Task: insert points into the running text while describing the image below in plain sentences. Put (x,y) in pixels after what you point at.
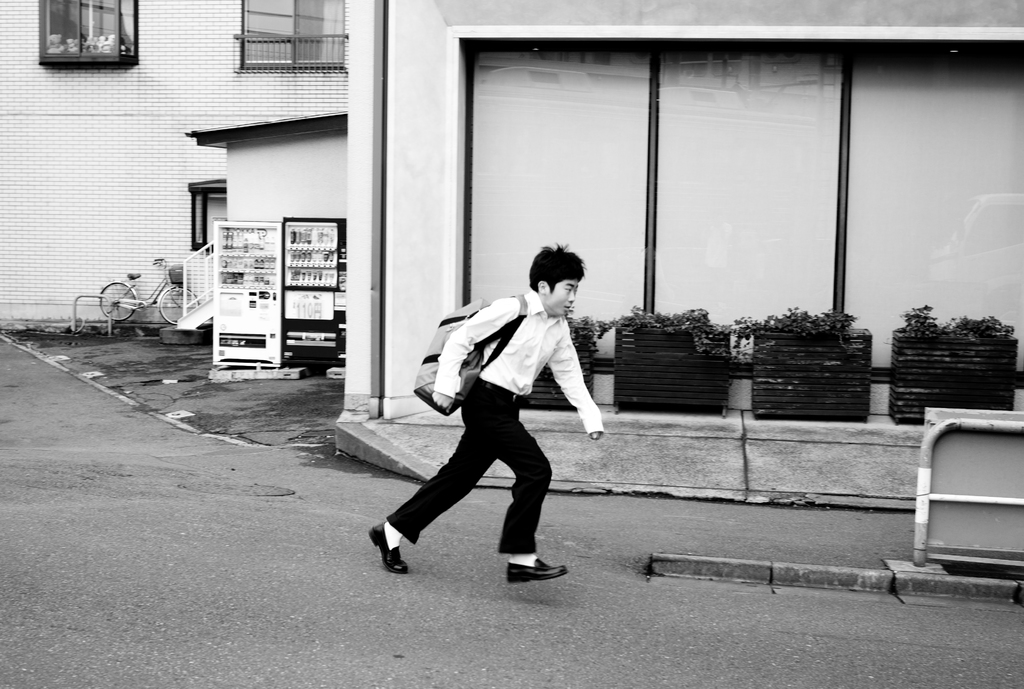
This is a black and white picture. The man (541,271) in the middle of the picture (501,399) is running on the road (483,550). Beside him, we see flower pots (762,354) and glass windows (739,180). Beside that, we see a rack (322,223) in which many items (325,258) are placed. Beside that, we see a wall (309,183), staircase (191,325) and a bicycle (163,317). In the background (193,136), we see a building (153,133). It has the railing (241,62) and the windows (84,32). At the bottom (325,576), we see the road (582,645). On the right side (995,477), we see a board (964,517).
